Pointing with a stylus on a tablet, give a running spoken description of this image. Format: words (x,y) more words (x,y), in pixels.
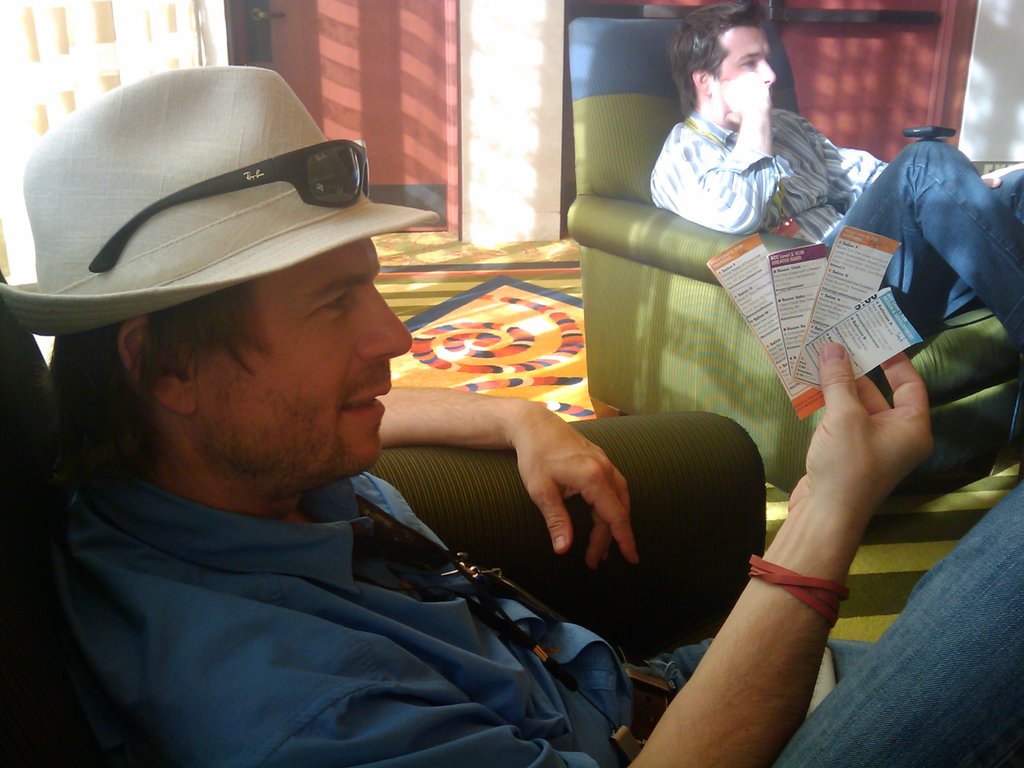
In this picture I can see 2 men (953,565) in front (207,165) and I see that they're sitting on chairs (701,586) and the man (483,573) in the front (357,260) is holding 4 papers (797,314). In the background (390,146) I can see the wall (479,27) and a door (355,107). I can also see that the man (101,218) in the front (187,208) is wearing a hat (189,160) and I see shades (201,192) on it.
